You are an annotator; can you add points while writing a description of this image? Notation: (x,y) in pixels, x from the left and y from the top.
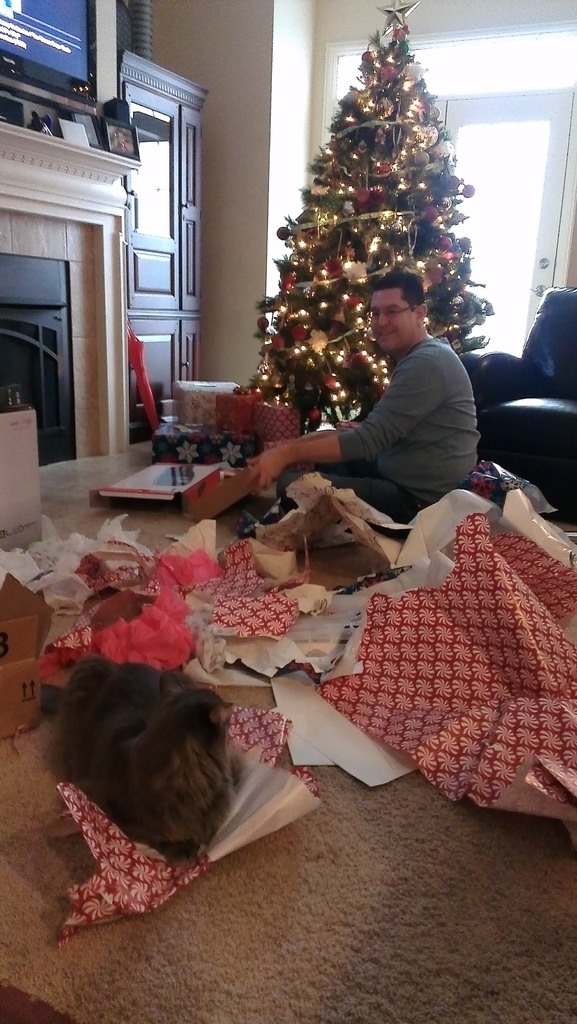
At the bottom of the image (11,708) on the floor (14,899) there are papers (410,627), a cardboard box (32,633) and some other things (308,607). Behind them there is a man (393,428) sitting. Beside him there are boxes (222,386) and there is a christmas tree (334,234) with lights (350,262) and some decorative things (350,270). In front of the man (333,470) there is a fireplace (55,300). Above that there is a screen (70,91). Behind the man (283,477) there is a sofa chair (547,295). In the background (537,295) there are glass doors (493,128).
